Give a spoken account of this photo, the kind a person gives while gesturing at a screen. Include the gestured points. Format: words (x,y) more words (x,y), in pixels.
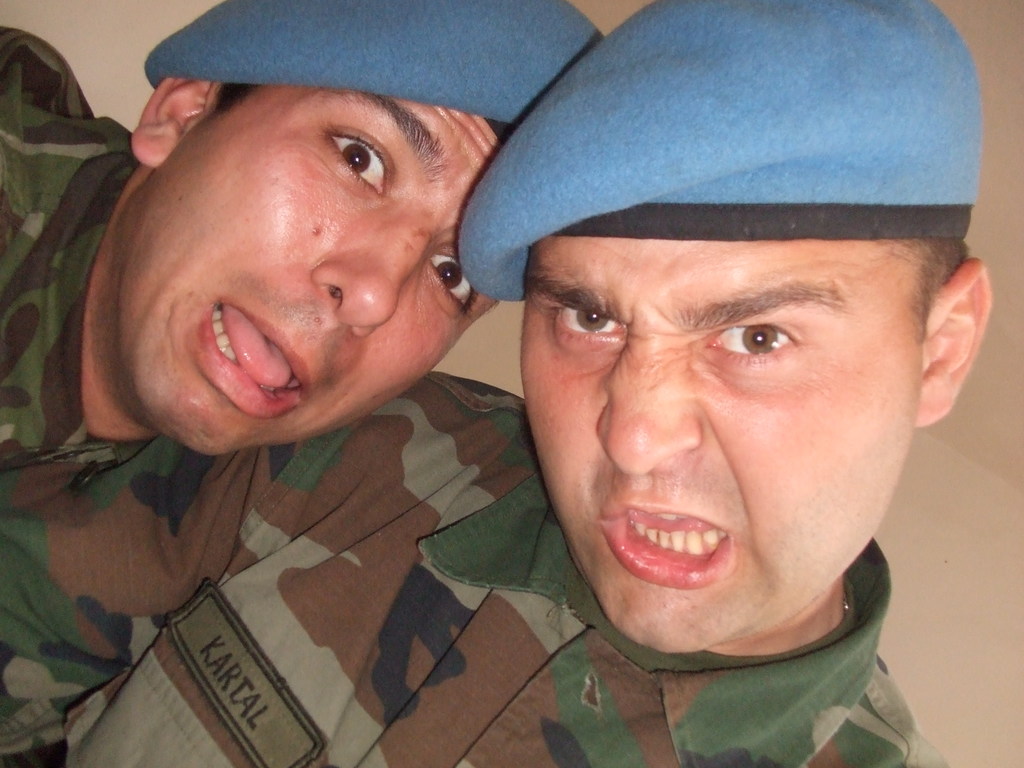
In this picture we can see two men (382,451) in the front (466,429), they wore caps (409,76), we can see a wall (1002,382) in the background (985,114).
